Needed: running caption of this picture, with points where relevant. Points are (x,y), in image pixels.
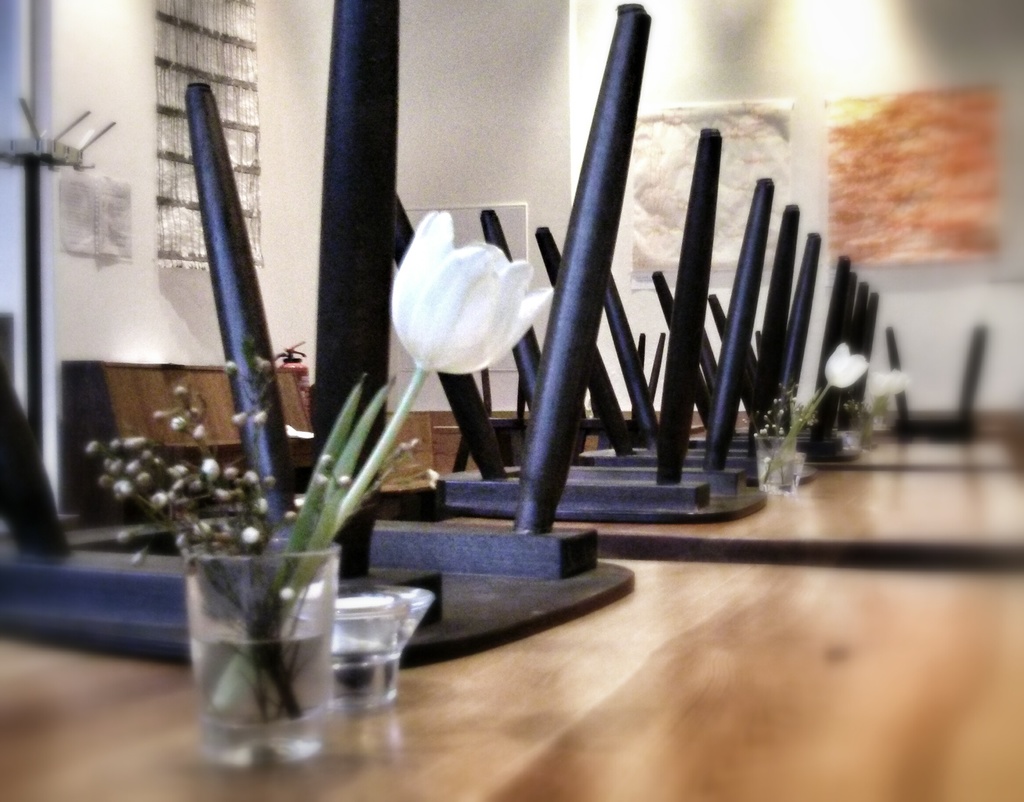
There are wooden tables (700,651). On that there are glasses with flowers (348,410). Also there are chairs (537,397) on the table (643,544). In the back (408,92) there is a wall (764,45).
